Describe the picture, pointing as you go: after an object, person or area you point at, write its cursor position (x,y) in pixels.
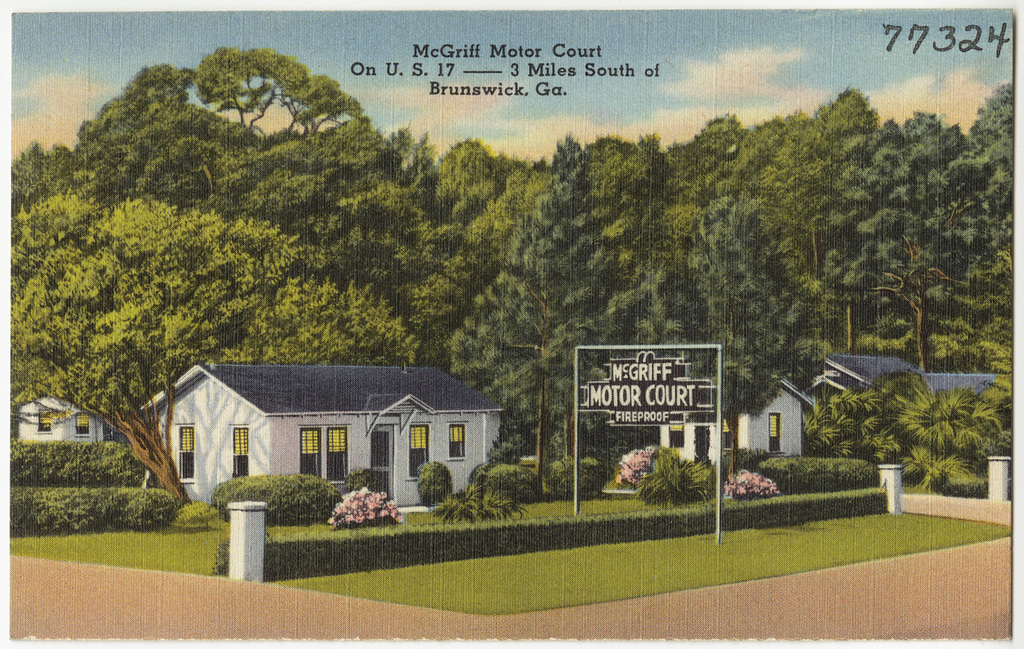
The image is looking like a depiction. In the foreground (382,615) there are plants (371,520), board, grass (530,593) and road (113,617). In the middle of the picture (355,397) there are houses (380,389), plants (54,469) and trees (221,241). At the top (85,98) there are clouds (454,114). In the sky (883,52) and there is text (515,64) also.
